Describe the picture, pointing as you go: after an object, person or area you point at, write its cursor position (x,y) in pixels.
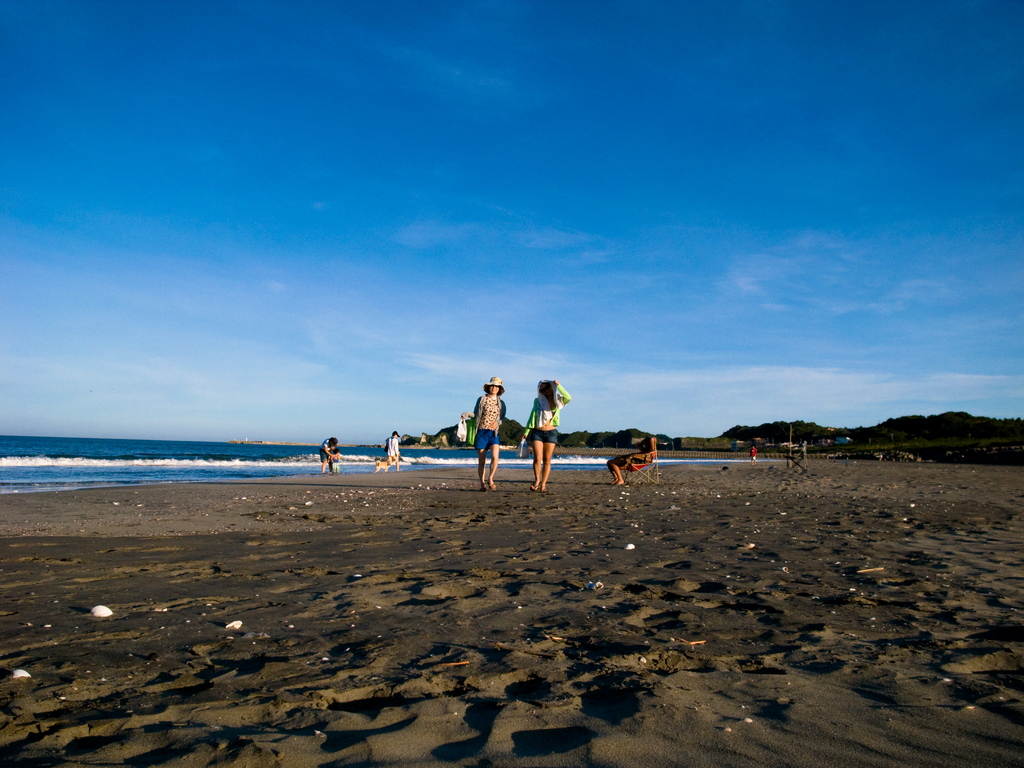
In this picture I can observe some people (488,449) in the beach (409,576). In the background (253,461) there is an ocean (145,461) and some clouds (305,365) in the sky (534,219).
